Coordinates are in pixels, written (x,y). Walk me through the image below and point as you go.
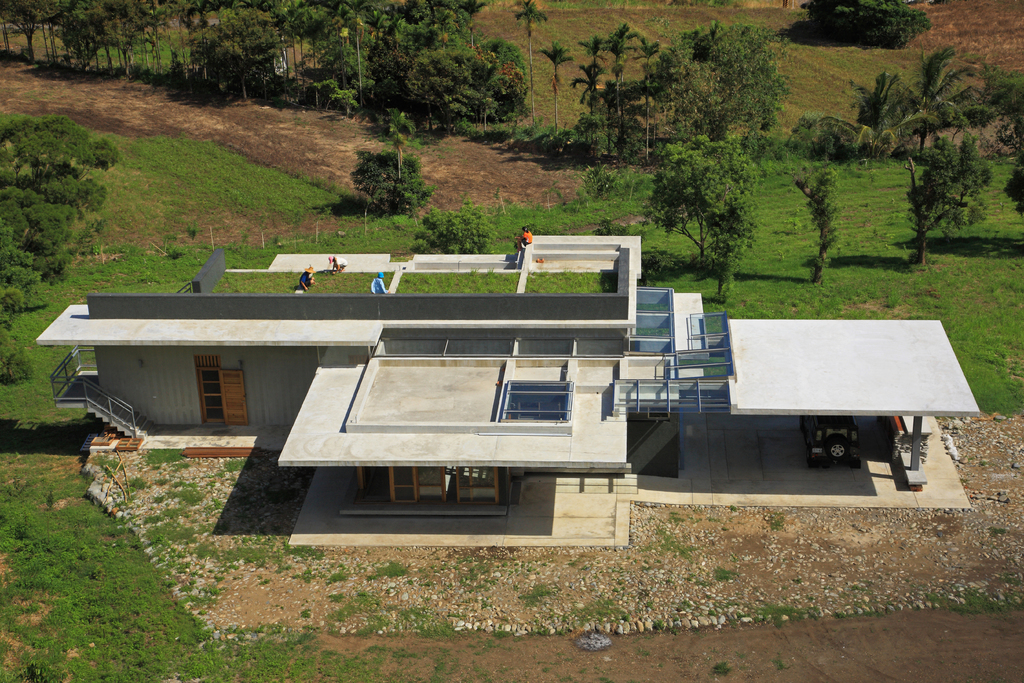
There is a building (395,409) with doors (226,407), staircase (123,406), pillar (915,463). And there is a vehicle (823,443) on the car porch (826,473) of the building (836,378). In the back (737,233) there are trees (722,251) and plants (605,192). On top of the building (316,271) there are people (307,284).
